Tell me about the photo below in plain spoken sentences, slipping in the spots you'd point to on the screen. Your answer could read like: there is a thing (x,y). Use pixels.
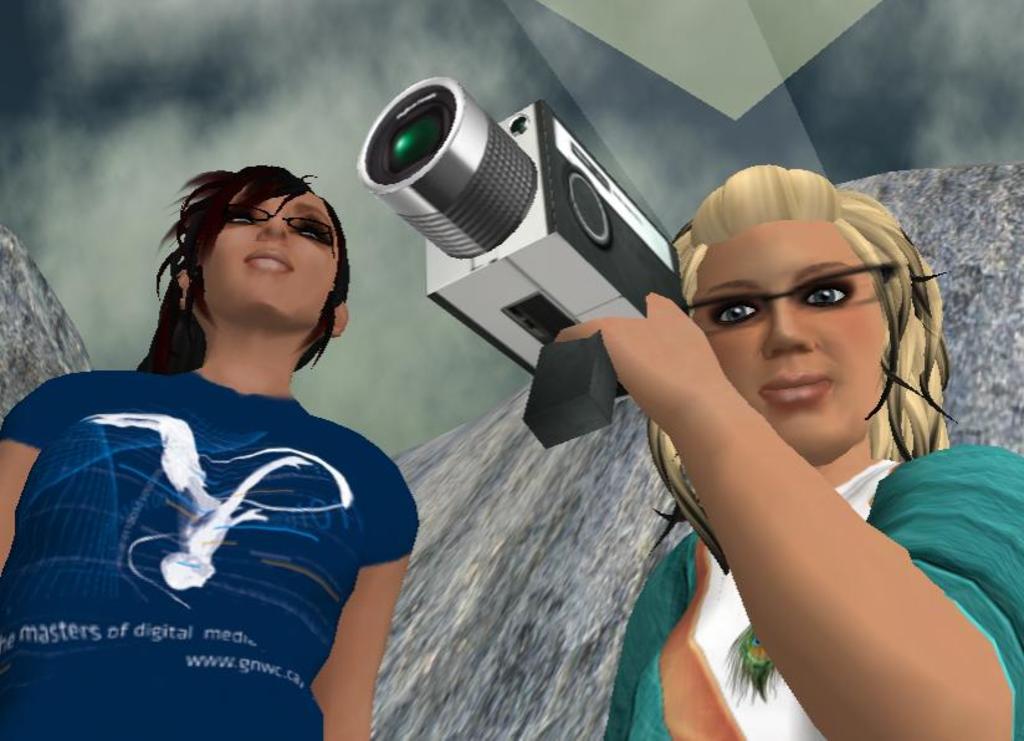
This is an animated picture. Here we can see two women (327,493) and they have spectacles (807,284). She is holding a camera (505,288) with her hand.
